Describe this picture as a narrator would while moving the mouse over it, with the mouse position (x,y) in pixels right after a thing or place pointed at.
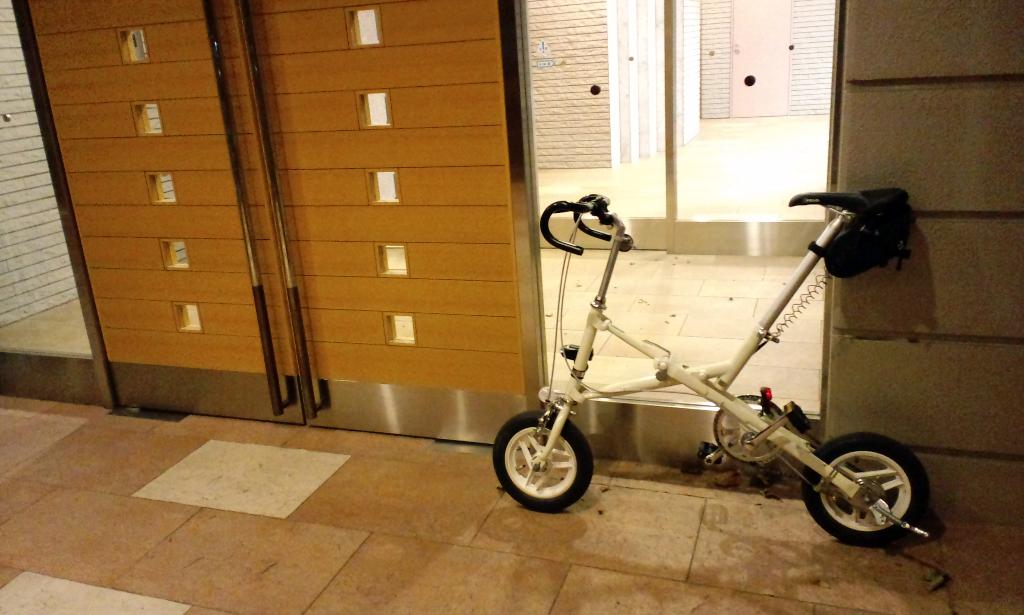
In this image, we can see a small bicycle (842,460) on the floor (479,455), we can see the wall (699,104) and a door (135,218).
